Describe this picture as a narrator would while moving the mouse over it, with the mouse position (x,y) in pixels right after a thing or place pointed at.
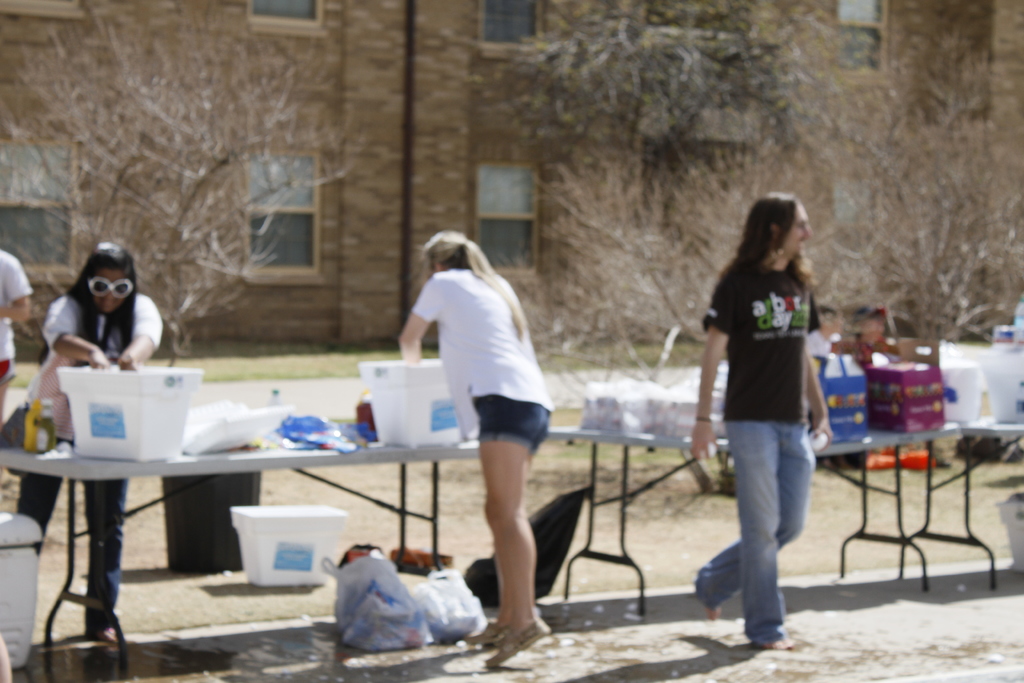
This is picture outside a apartment (491,72). In this picture there is a competition being taken place. On the left (58,473) there is a table (76,471), on the table (410,460) there are baskets (85,427), bottles (38,424) and some packets (315,427). On the left (84,338) there is a woman (97,330) standing. In the center of the image (467,414) there is another woman (531,424) standing. On the right (1007,354) there are two tables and many boxes (965,381) on the table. There is a man (757,377) walking. In the background (166,209) there are trees (224,132). In the background (382,168) there is a wall (324,127) and windows (274,212).
